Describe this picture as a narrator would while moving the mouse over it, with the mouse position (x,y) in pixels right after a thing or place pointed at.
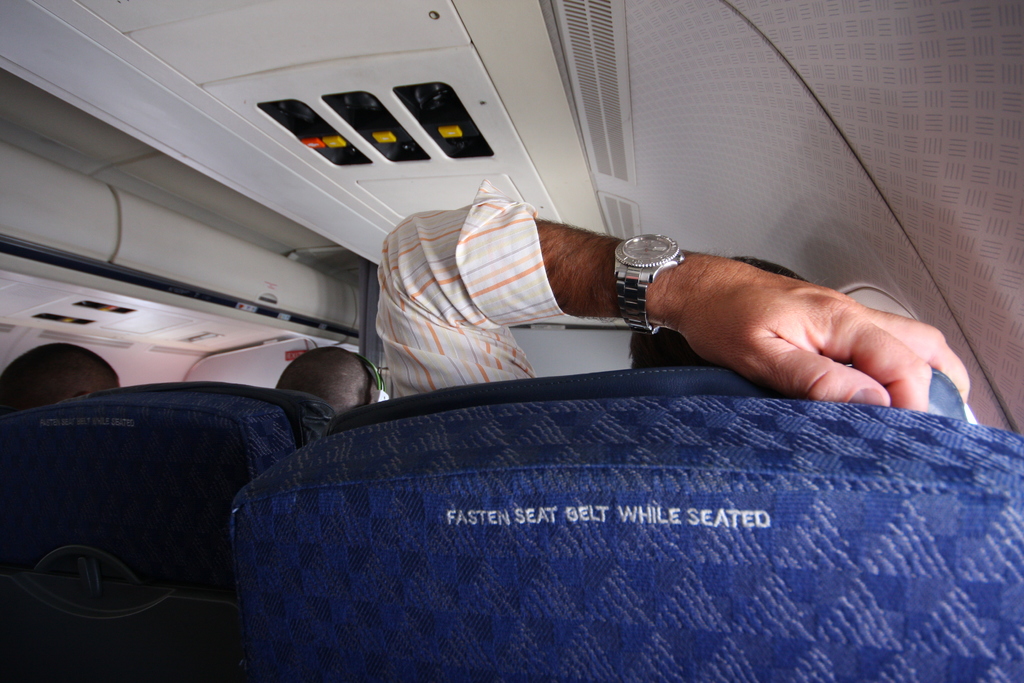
This image is taken inside a aeroplane (335,614). There are people (68,381) sitting inside a aeroplane (560,217).
